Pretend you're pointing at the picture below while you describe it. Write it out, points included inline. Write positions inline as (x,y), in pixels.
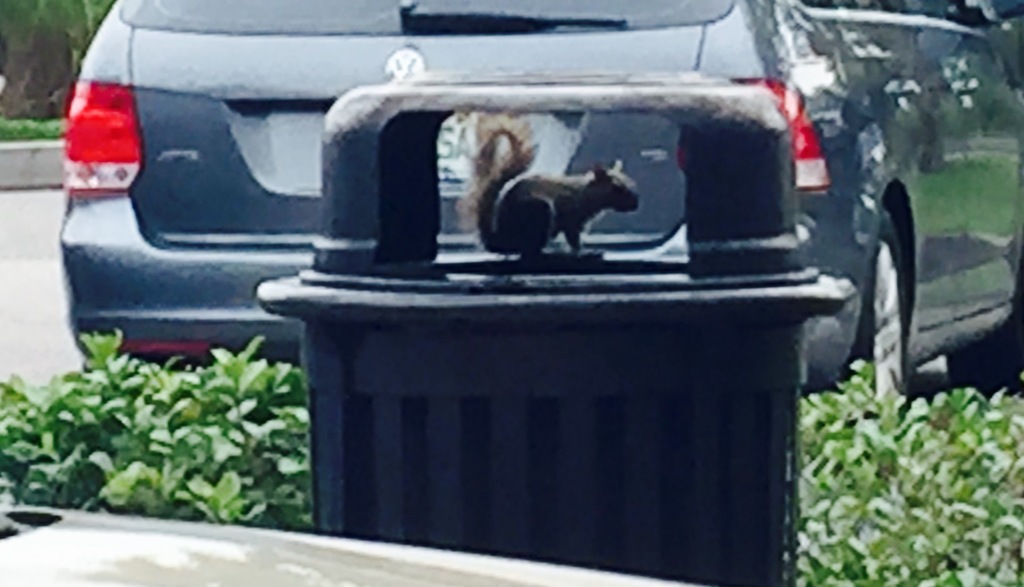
There is a dustbin (559,283) and on the top of the dustbin (701,138) there is a squirrel (520,187) and behind the dustbin (423,340) there are some plants (193,426) and in front of the plants (981,431) there is a car (942,128).
